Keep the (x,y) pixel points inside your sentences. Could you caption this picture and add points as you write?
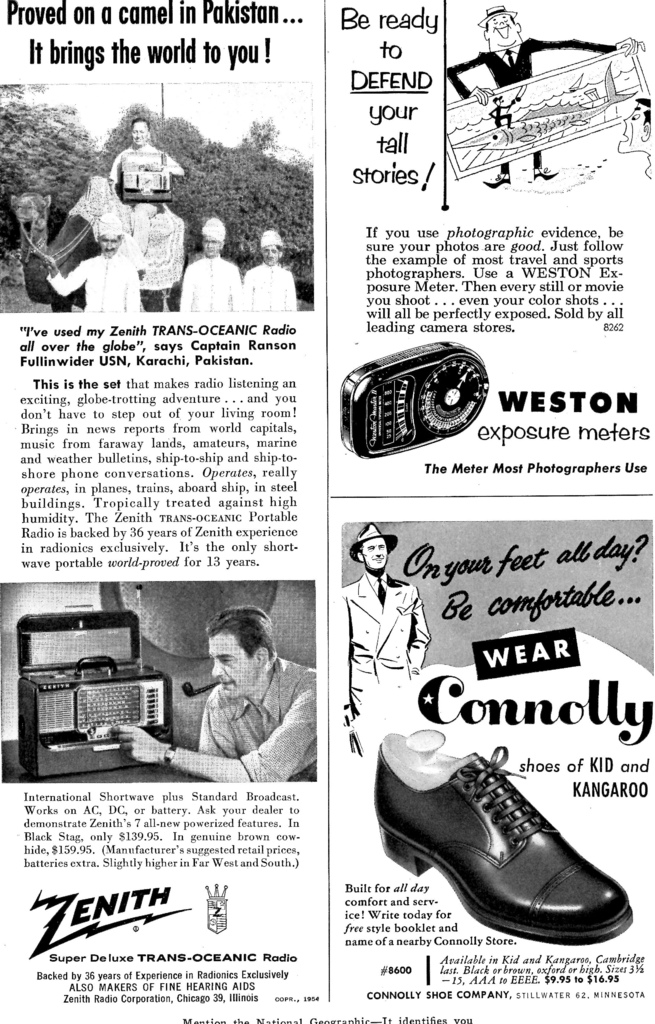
In this image I can see a newspaper picture (615,624) in which a group of people (115,242) are standing and holding an object (619,63). In the background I can see trees (286,167) and the sky (238,98). At the bottom (38,728) I can see some object (105,665) and a shoe (496,840).
